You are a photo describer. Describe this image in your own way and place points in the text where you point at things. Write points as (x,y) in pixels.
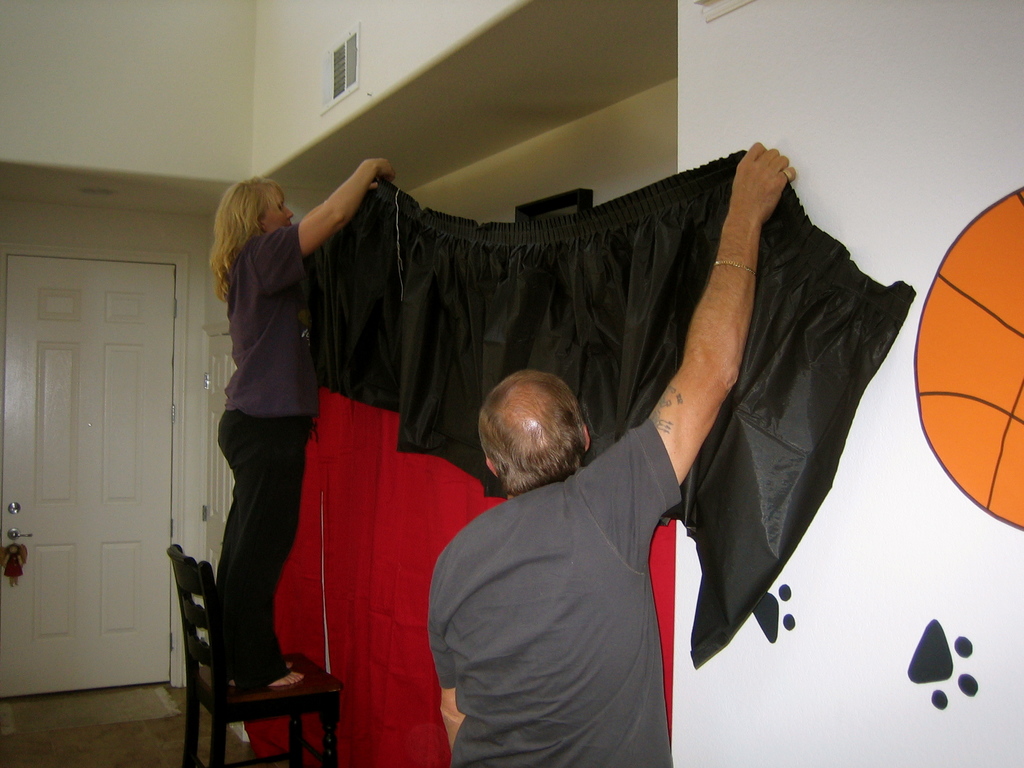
In this image i can see a man (509,556) and a woman (253,548) are standing and holding a cloth (630,310). I can see a woman (233,569) is standing on a chair (201,663).
